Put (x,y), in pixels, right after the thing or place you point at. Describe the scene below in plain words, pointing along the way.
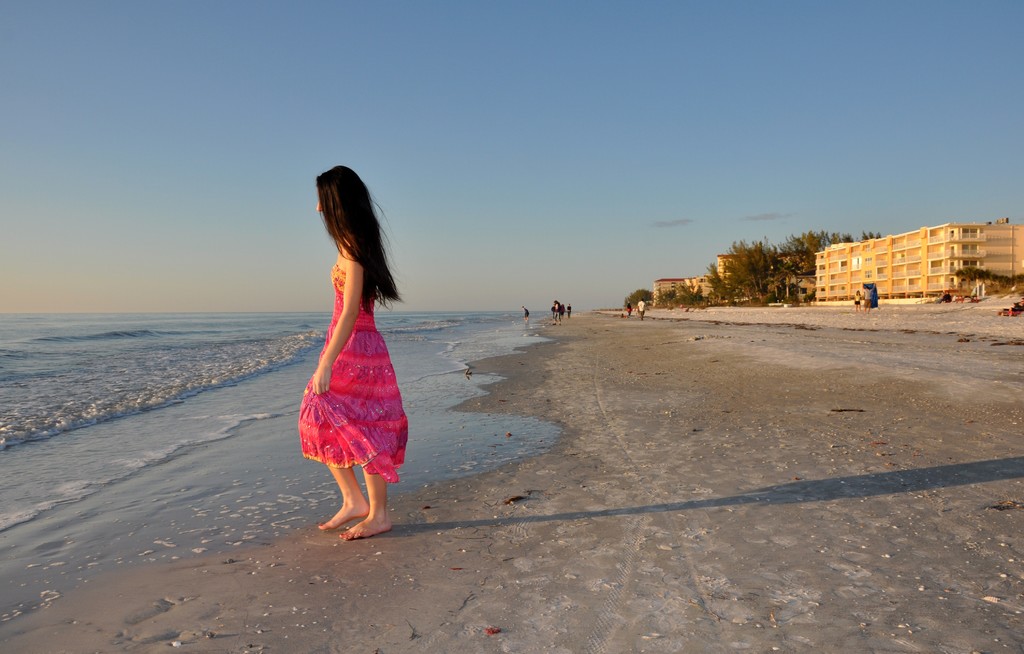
In the picture we can see a beach (926,609) with a sand surface (856,575) on it, we can see a woman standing with a pink frock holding and facing towards the water surface (188,511) and far away from here we can see some people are standing and some are walking and behind them we can see some buildings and near it we can see some trees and in the background (820,178) we can see the sky (490,250).
